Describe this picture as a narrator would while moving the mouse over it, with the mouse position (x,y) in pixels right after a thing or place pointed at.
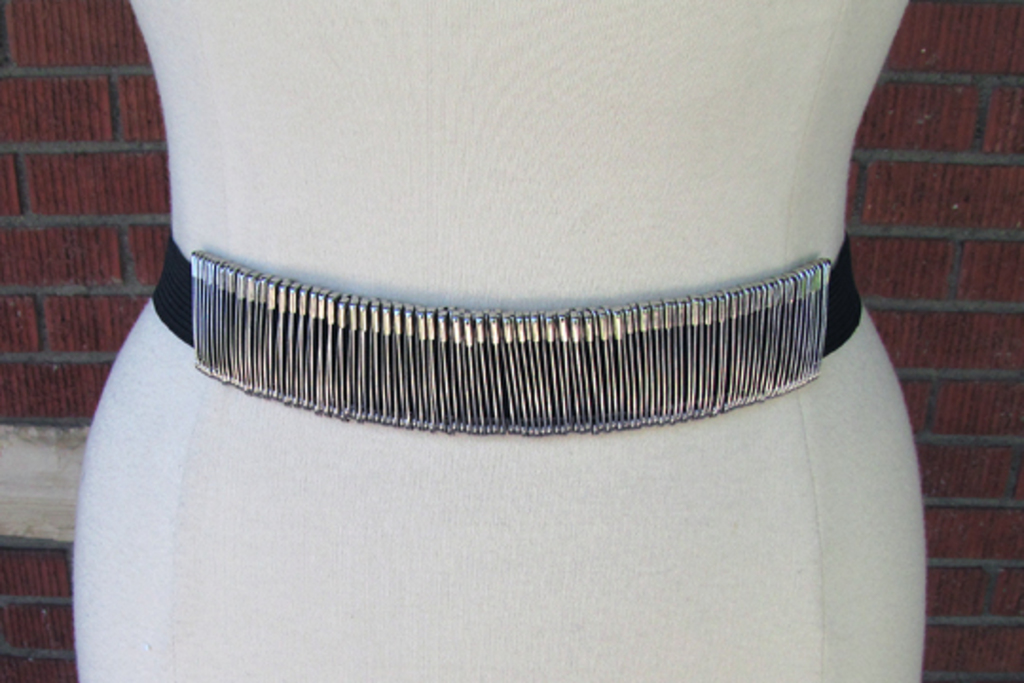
In this picture we can see a mannequin (473,257), there are some safety pins (509,363) here, in the background (74,177) there is a wall (76,259).
